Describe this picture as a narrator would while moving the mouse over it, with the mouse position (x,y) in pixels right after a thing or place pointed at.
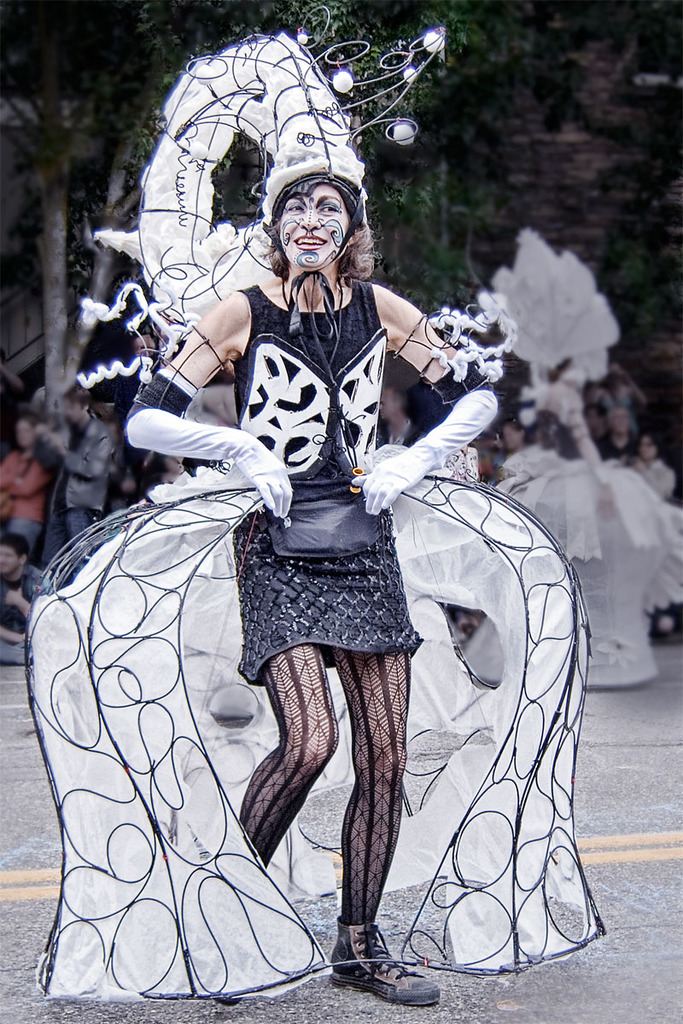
In this picture we can see a person (313,726) standing on the ground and in the background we can see a group of people (20,629), trees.
